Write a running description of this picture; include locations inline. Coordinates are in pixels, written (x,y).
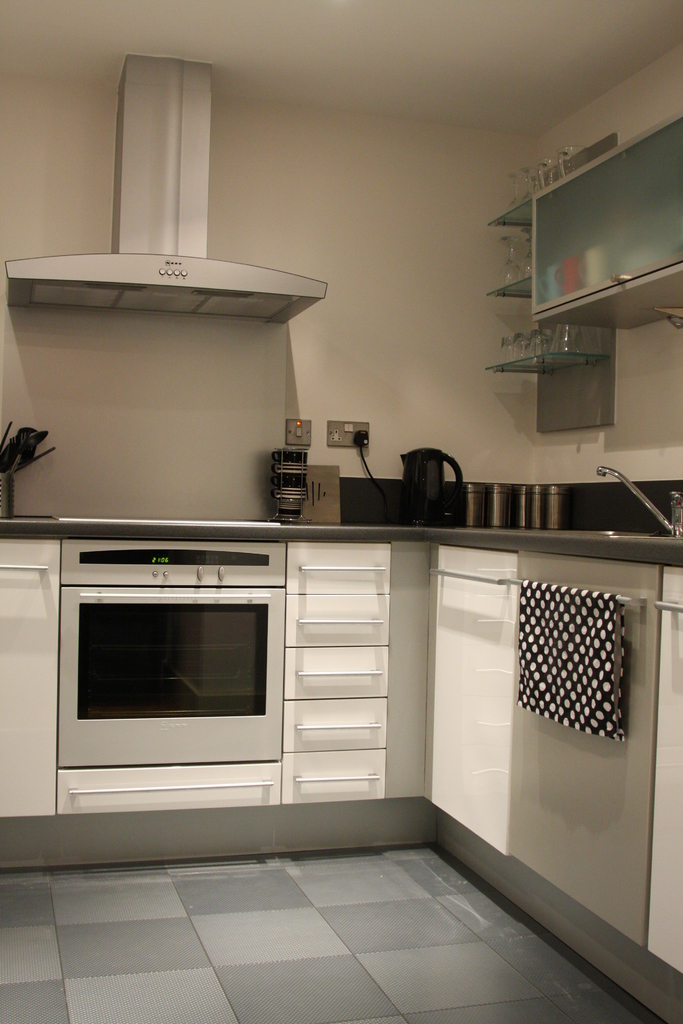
In this image we can see kitchen platform (312,534) with drawers (310,624), oven (276,617) and a handle (481,575). On the handle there is towel (538,649). Also there is a jug (445,515), tap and few other things (333,469). On the wall (403,318) we can see racks (513,225) with glasses (527,189). Also there is a cupboard (638,276). And there are few other things (191,255) on the wall (235,353).
